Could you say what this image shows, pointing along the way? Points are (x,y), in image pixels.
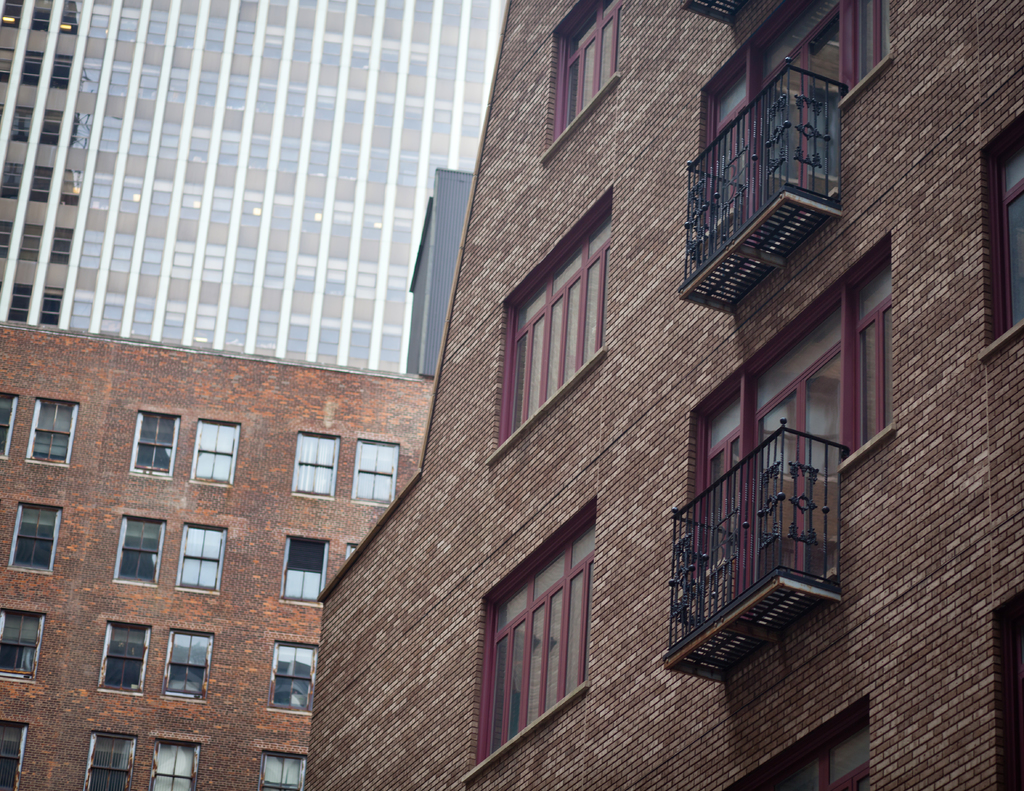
In the image we can see some buildings (140,283).
